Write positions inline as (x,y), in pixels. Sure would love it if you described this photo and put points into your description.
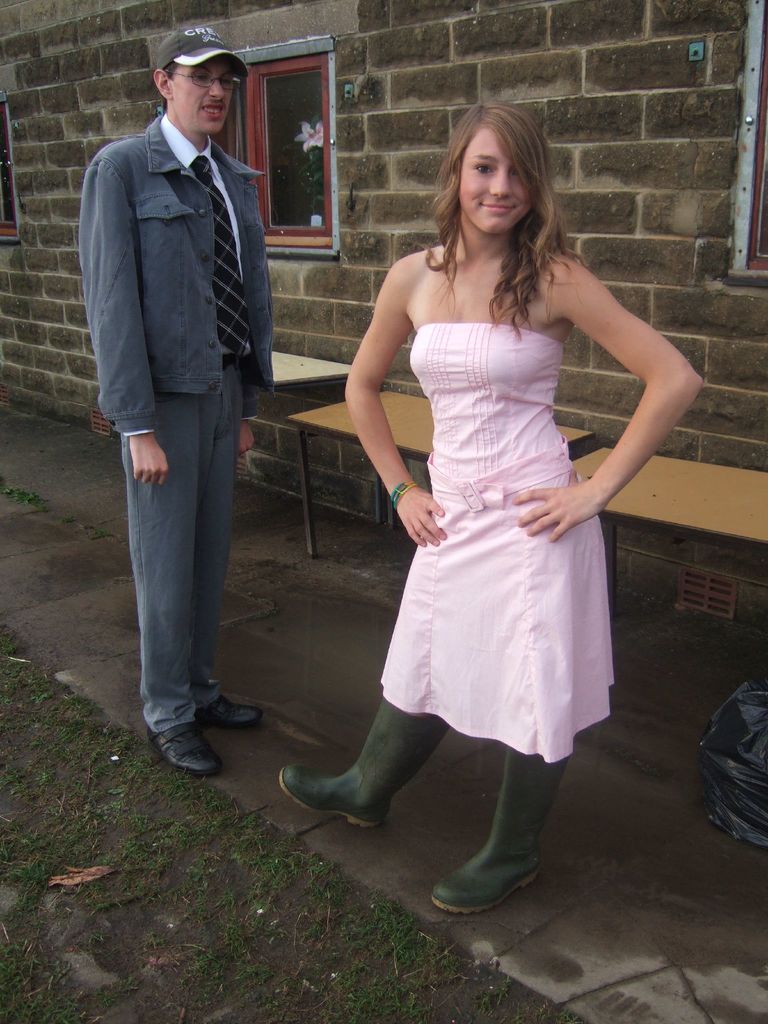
This picture is clicked outside. On the right (529,421) there is a woman (470,382) wearing pink color dress (488,456), smiling and standing on the ground (304,972). On the left (169,124) there is a man (161,171) wearing blue color jacket (175,203), cap (196,56), spectacles (229,83) and standing on the ground (438,1007). In the foreground (166,856) we can see some portion of grass (145,977). In the background (652,494) we can see the tables (586,475) and some items (726,771) are placed on the ground (408,544) and we can see the wall (597,95) and windows (328,103) of the building (359,53).
